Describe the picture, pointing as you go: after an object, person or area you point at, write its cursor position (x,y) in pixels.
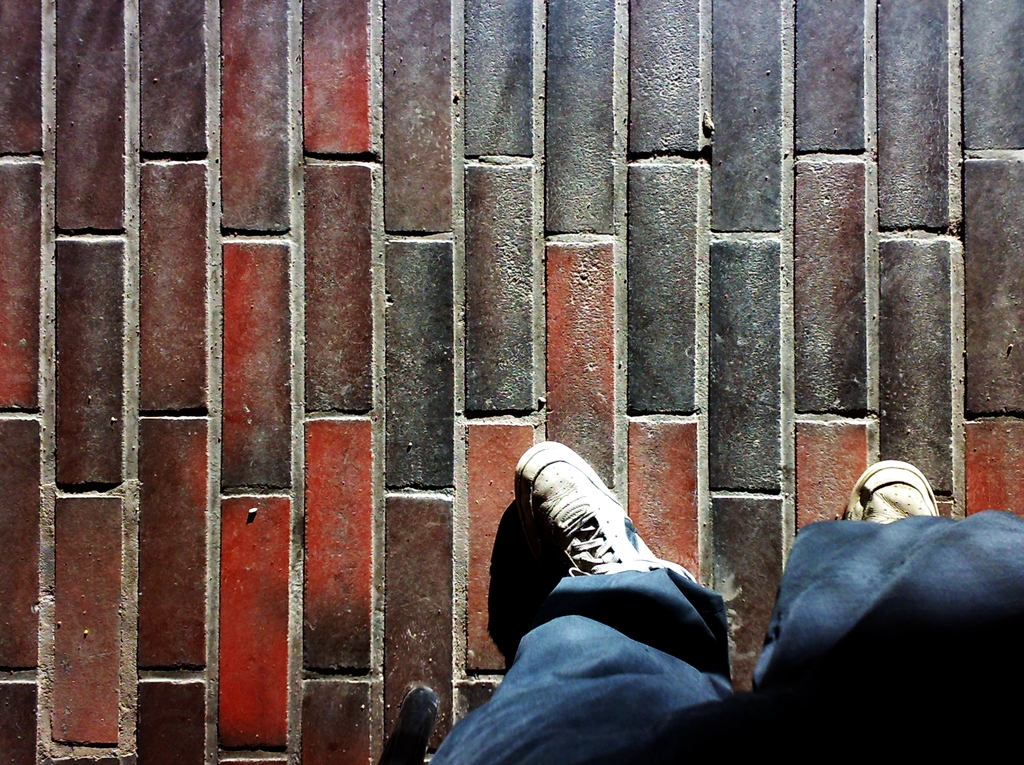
In this image we can see the brick floor (461,319). And we can see the human legs (908,584).
